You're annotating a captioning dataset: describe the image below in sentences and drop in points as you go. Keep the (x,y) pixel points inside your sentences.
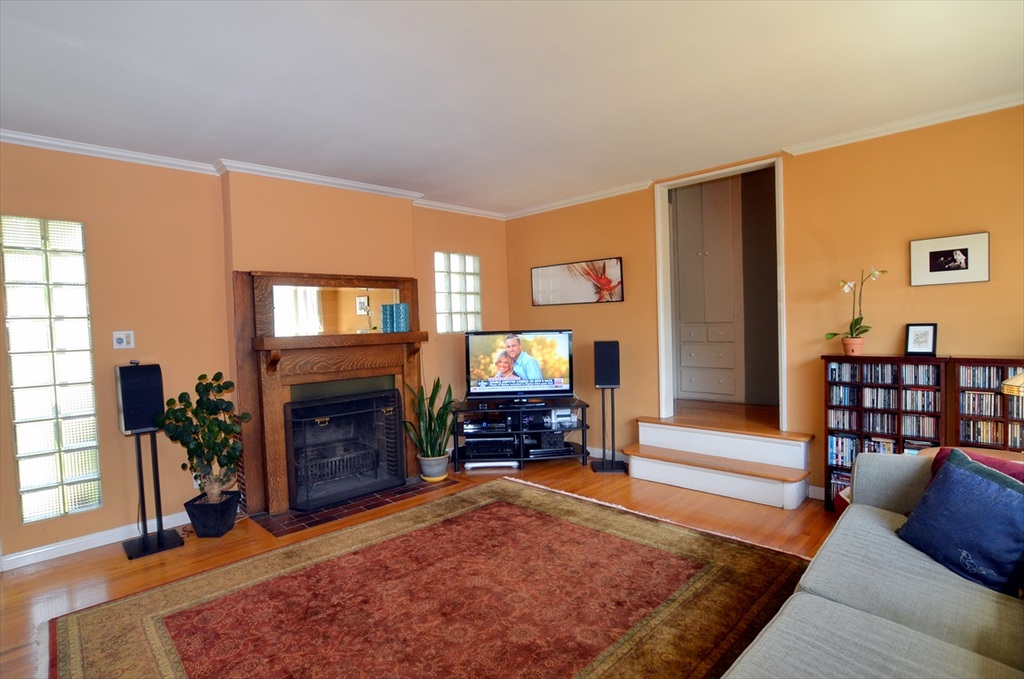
This picture is taken in a room (432,557). There is a table (568,401) having a television (503,381) on it. Beside there is a sound speaker (605,373) attached to the stand (613,400). There is a mirror (290,321) attached to the wall (365,248). Before it there is a shelf (391,338) having a bottle (395,323) on it. There are pots (204,513) having plants (223,439) in it. Right side (1004,489) there is a sofa (1017,632) having cushions (988,529) in it. Beside there is a rack (850,433) having books (923,435) in it. There is a pot (847,353) and a frame (908,343) are on top of the rack (935,365). Pot (858,344) of having a plant (847,292) with flowers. Few picture frames (954,274) are attached to the wall (945,314) having a door (763,367). Before is there are stairs (722,422). Left side (19,475) there is a window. Beside there is a sound speaker (139,421) attached to a stand (139,441).
